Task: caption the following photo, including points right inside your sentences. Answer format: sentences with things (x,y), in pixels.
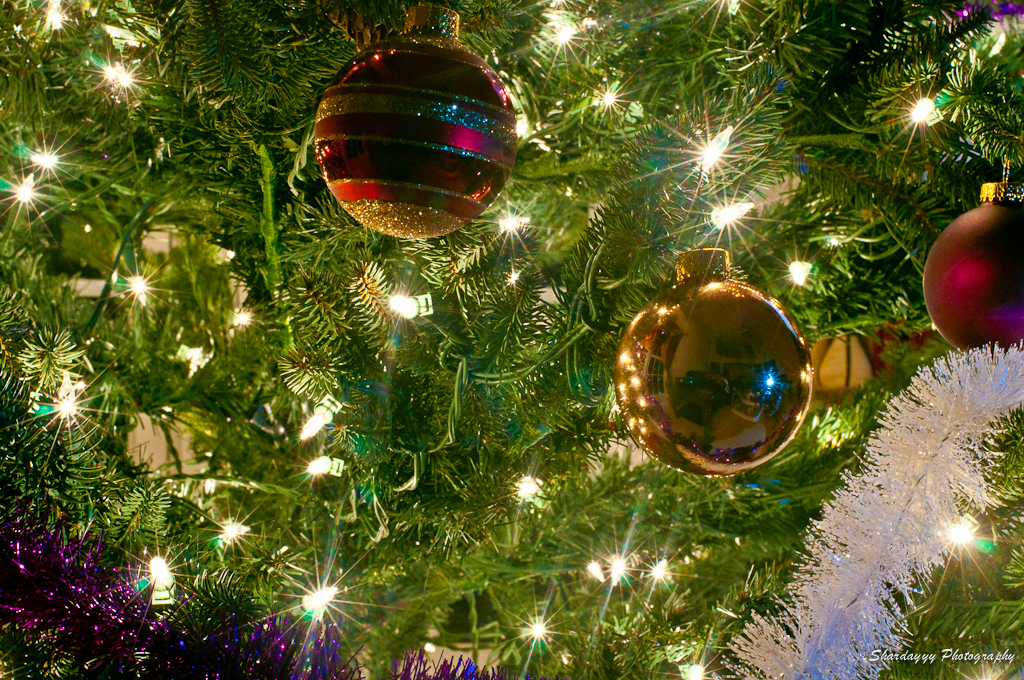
In the image in the center (460,393), we can see one Christmas tree (427,251). And we can see the lights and some decorative items (730,435).
